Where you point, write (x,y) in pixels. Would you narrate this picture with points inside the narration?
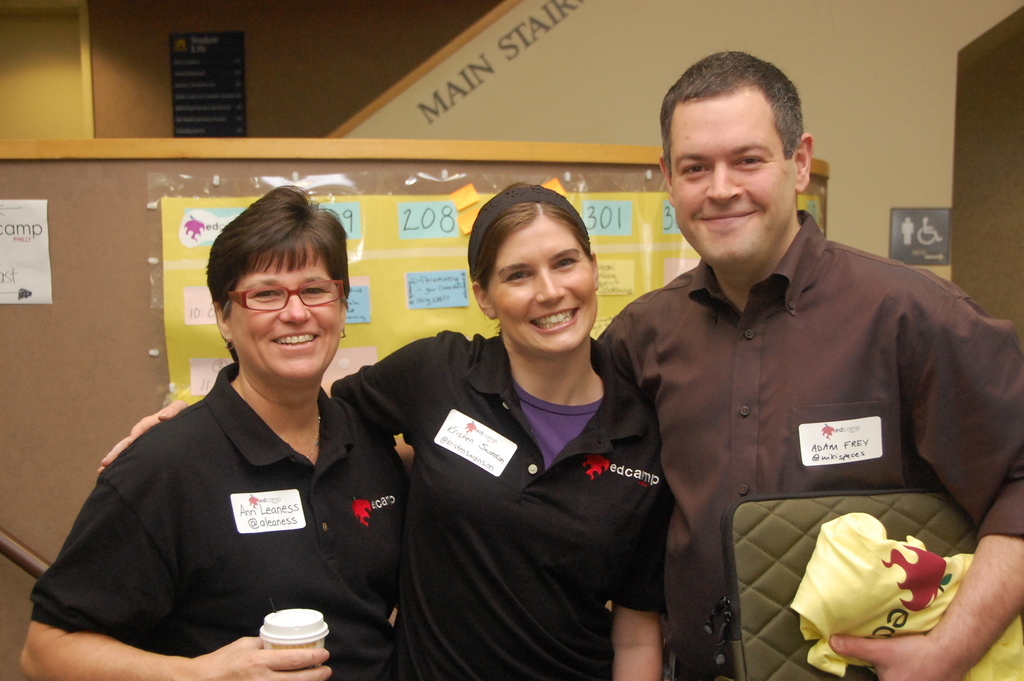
In this image I can see a group of three people (999,330) where two of them are women (302,360) and one is a man (751,193). I can see both the women (205,643) wearing same color of black t shirts (215,430) and man (761,287) is in brown shirt (717,414). One of the woman (233,424) is holding a cup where man (940,663) is holding a bag (863,508) and a yellow t-shirt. I can see all of them are smiling and in the background (188,334) I can see a yellow chart (191,217) with some numbers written on it.
